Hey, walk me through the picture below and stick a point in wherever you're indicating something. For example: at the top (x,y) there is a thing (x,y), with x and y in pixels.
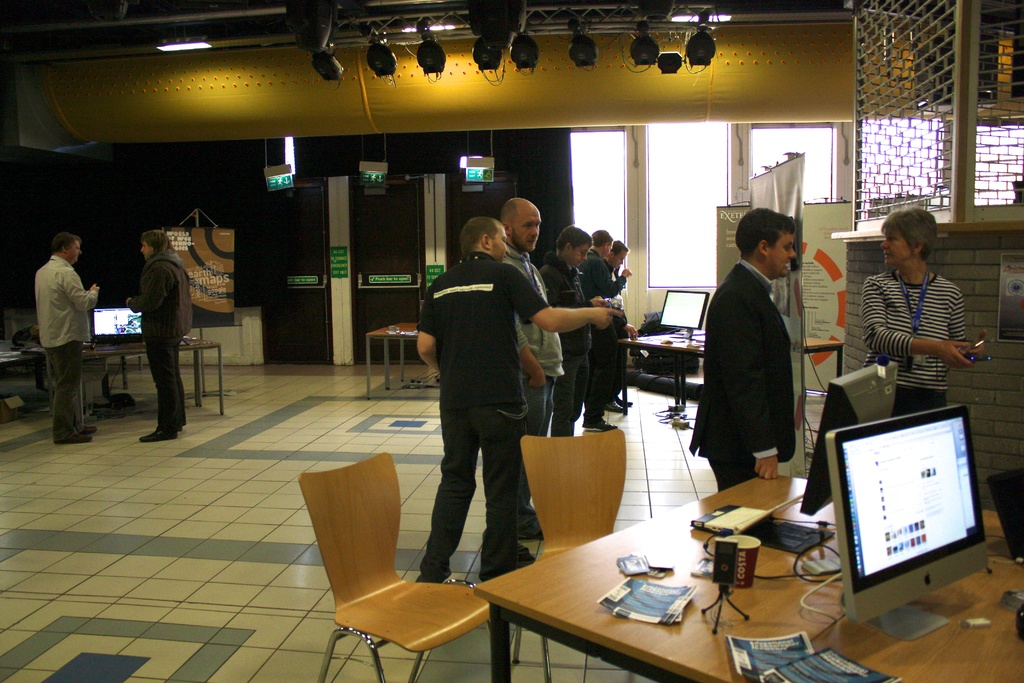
This is the picture of a hall (810,187) where we have some chairs (396,504) and tables (638,533) and some people (156,308) standing around the tables (757,490) and on the table (777,569) we have a system (858,532) and some things (798,525) placed on it and we have some lights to the roof (440,115).
